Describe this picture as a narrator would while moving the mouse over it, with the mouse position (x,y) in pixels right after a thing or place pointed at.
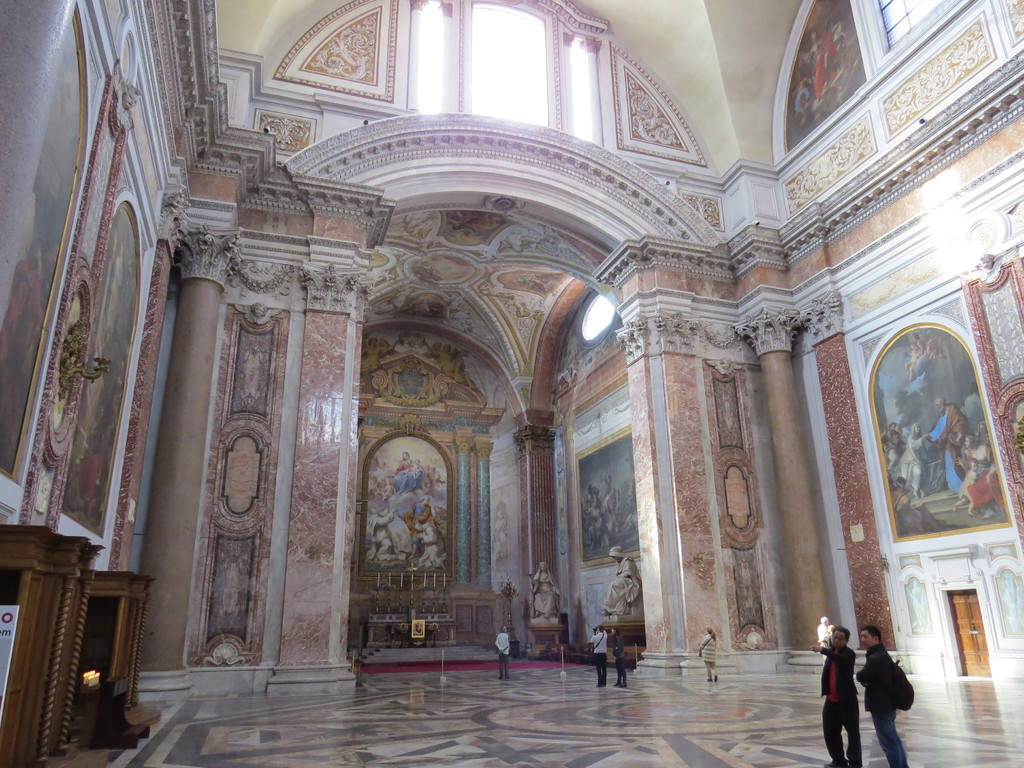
In this image I can see the group of people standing inside the building (365,686). To the left (123,600) I can see the podiums (86,590). I can also see many frames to the wall (672,419). I can see the windows (524,90) in the top (444,68).
